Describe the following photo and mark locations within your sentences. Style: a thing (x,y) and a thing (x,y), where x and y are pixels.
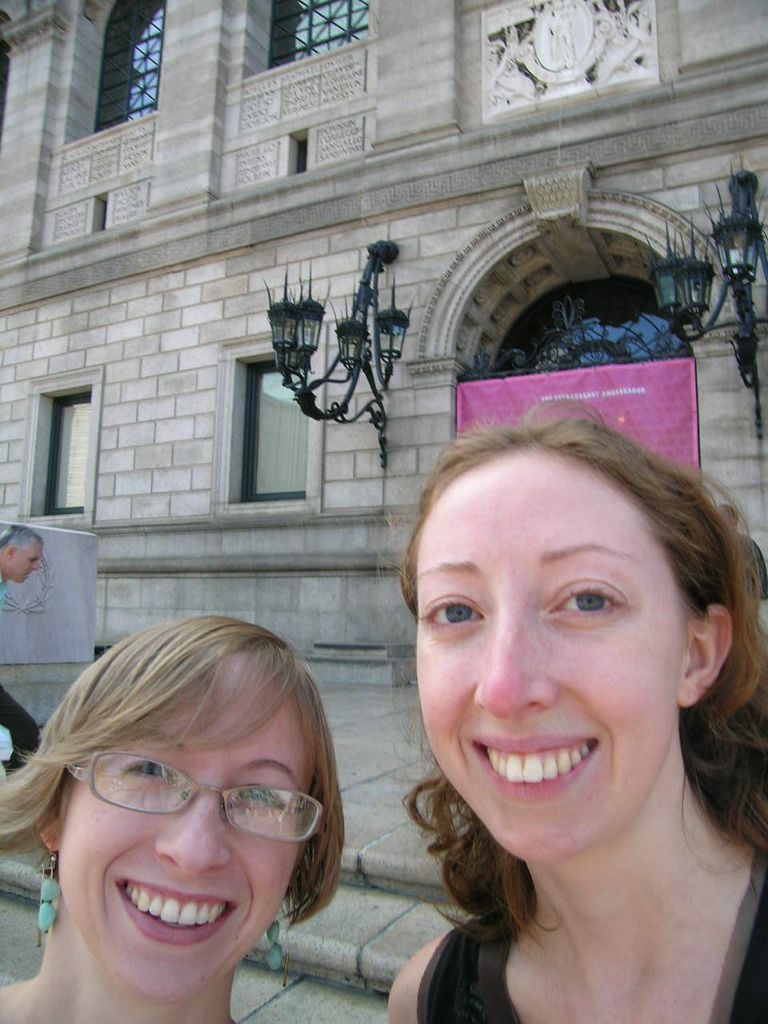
In this image there is a woman (166,896) wearing spectacles (115,759). Beside there is a woman (601,925). Left side (14,872) a person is walking on the stairs (17,863). There is a banner (611,376) attached to the wall (718,451) having windows (266,366). Lights (737,291) are attached to the wall (322,425). Left side (80,614) there is an object (57,622) on the floor (353,732).
